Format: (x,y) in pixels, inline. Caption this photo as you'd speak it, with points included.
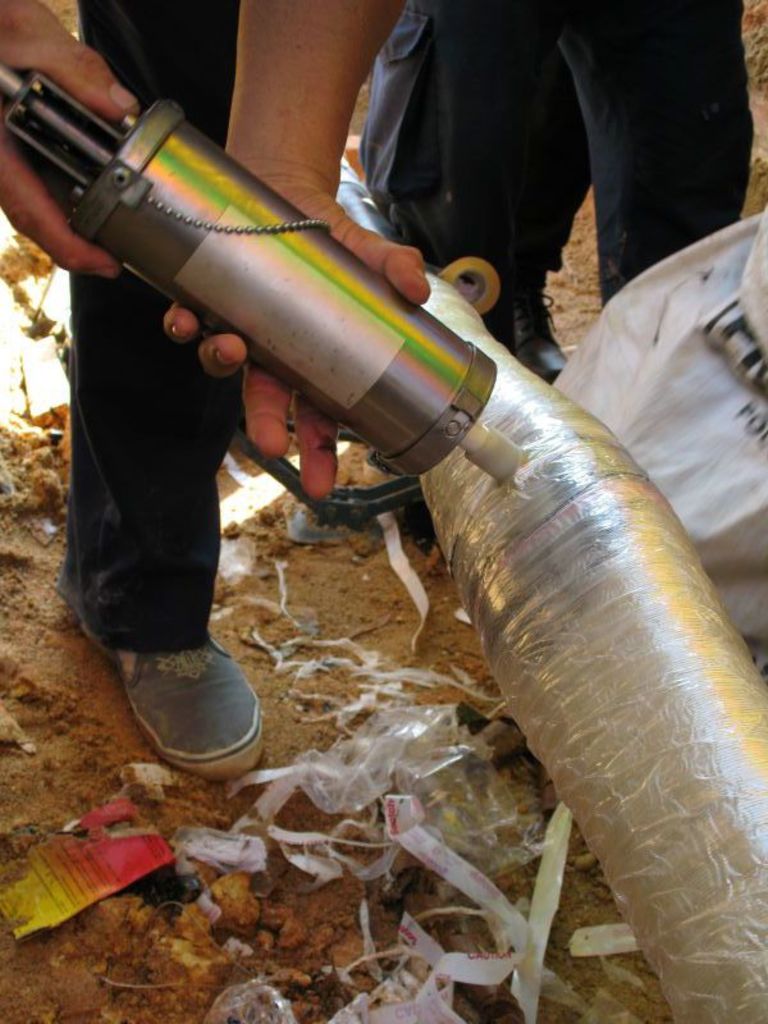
In this image I see the white color thing (539,581) over here and I see a person (329,53) who is holding a thing (157,190) in hands (52,61) and I see the ground (303,578) and I see few papers (302,840) and I see another person (443,150) over here and I see another white color thing (678,353) over here.
